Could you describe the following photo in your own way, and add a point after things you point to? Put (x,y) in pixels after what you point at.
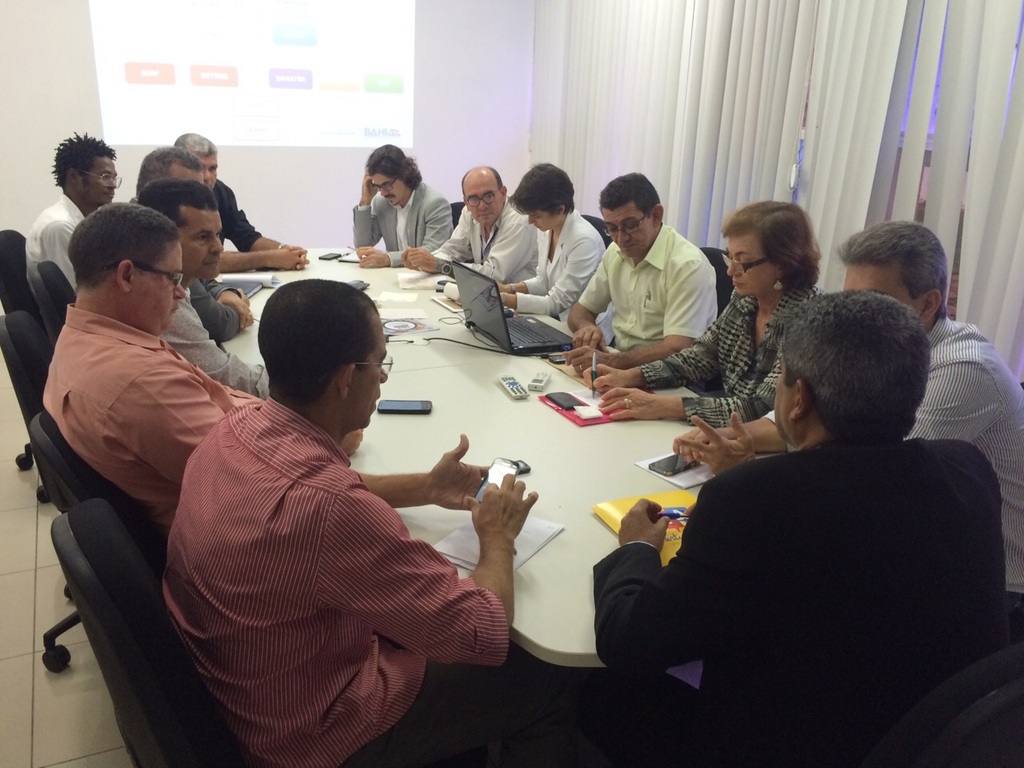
There are group of people (198,303) sitting on the chairs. This is a table (568,492) with a laptop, mobile phones (382,406), papers (397,312), books (410,331), remotes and some other things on it. This looks like a screen (230,79). These are the curtains (747,121).
